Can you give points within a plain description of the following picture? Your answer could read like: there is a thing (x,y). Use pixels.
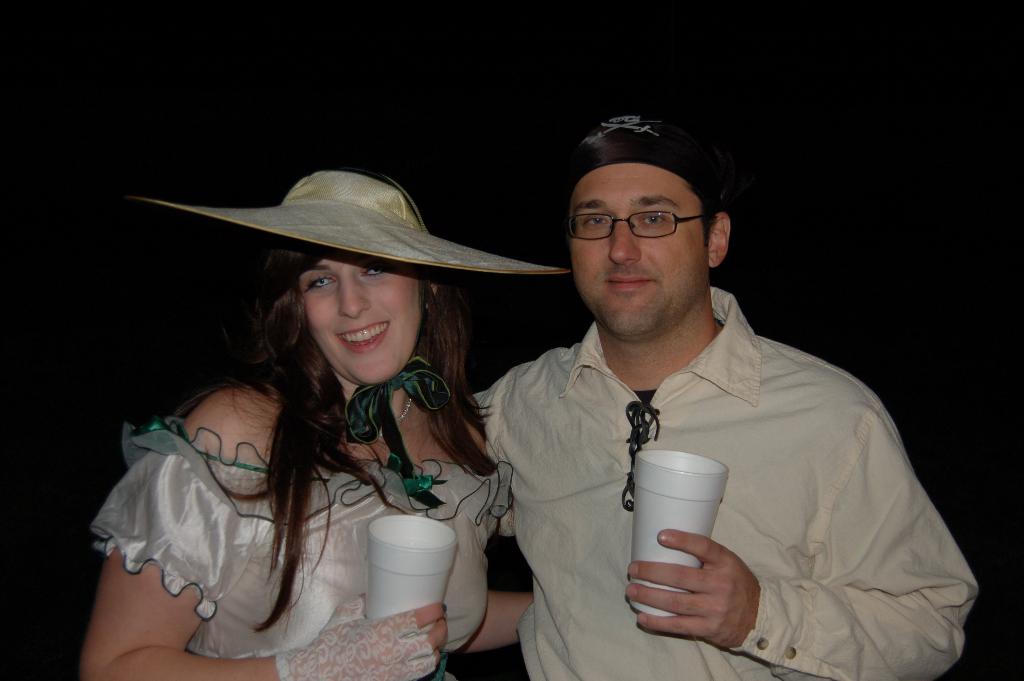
In this picture we see 2 people (719,323) holding glasses (386,544) in their hands (366,627) and smiling at someone. The background (63,414) is dark.
